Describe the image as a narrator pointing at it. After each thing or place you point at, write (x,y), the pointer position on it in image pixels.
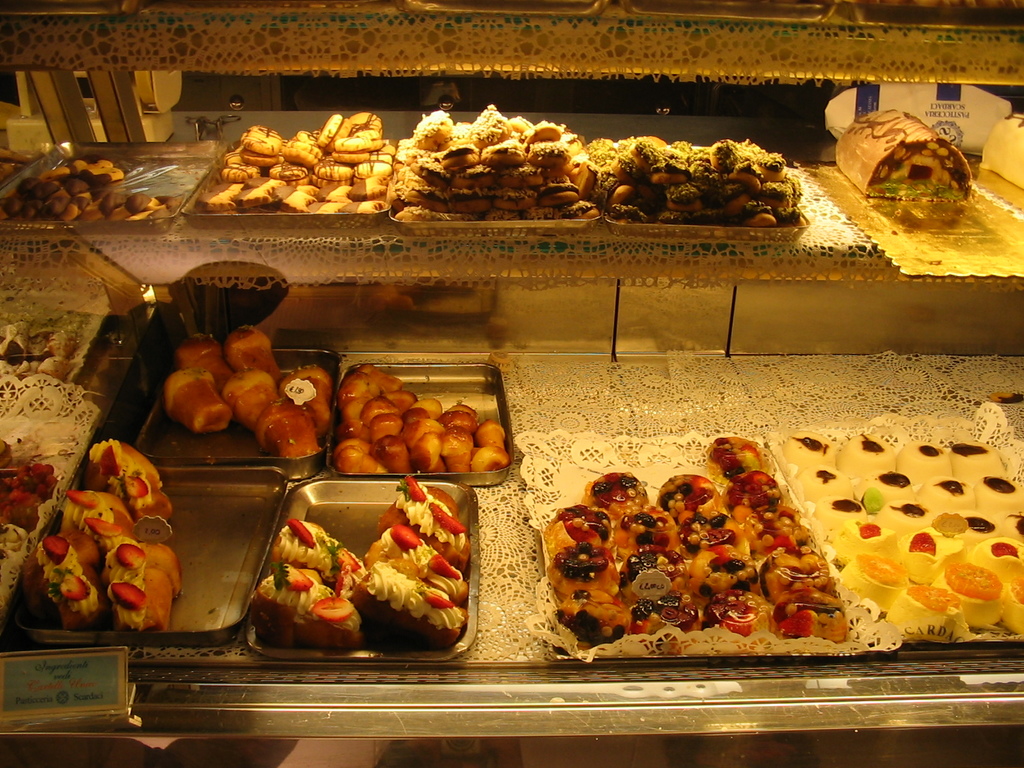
In this image I can see number of trays (455,370) on the desk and in the trays (443,400) I can see few food items (317,532) which are cream, brown, white and red in color.
